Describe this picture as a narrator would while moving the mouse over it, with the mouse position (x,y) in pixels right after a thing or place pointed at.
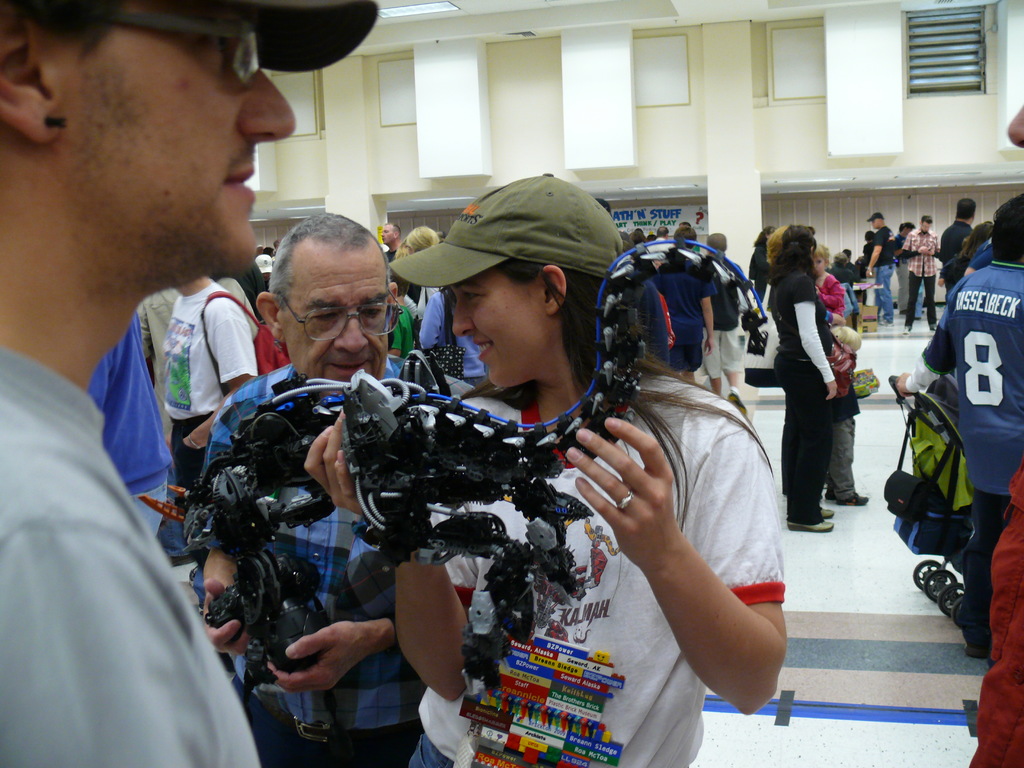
In this image there are two persons (264,745) holding some object (524,434). Behind them there are a few other people (778,376) standing on the floor (923,609). On the backside (749,112) there is a building (795,96).
